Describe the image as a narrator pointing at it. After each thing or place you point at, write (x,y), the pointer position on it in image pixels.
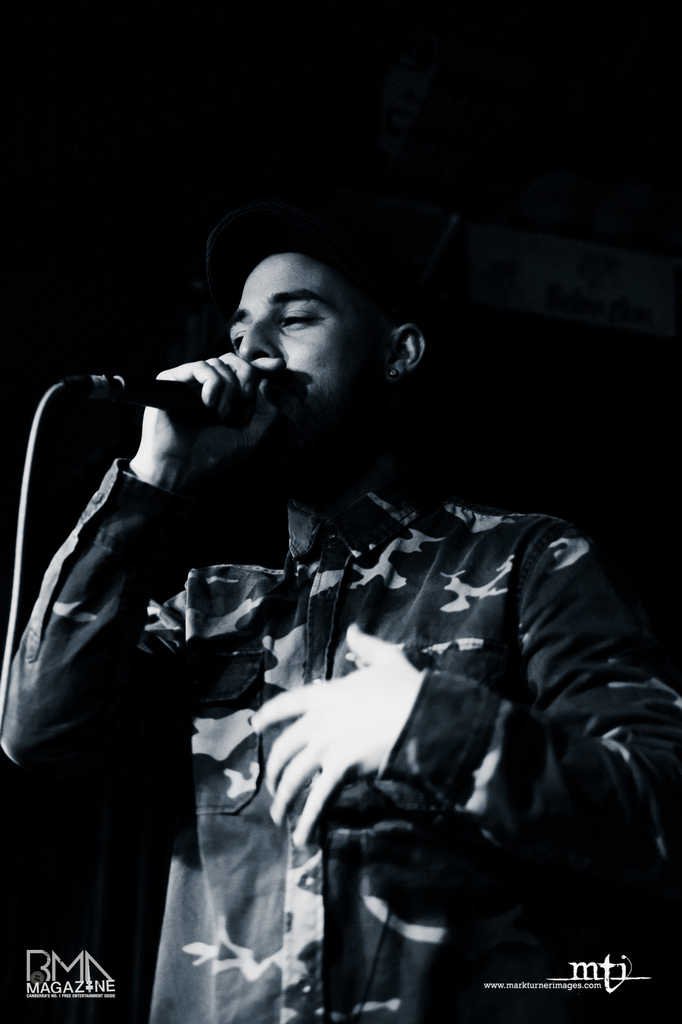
In this picture we can see one person (166,372) is standing and singing with the help of a microphone (54,389).
